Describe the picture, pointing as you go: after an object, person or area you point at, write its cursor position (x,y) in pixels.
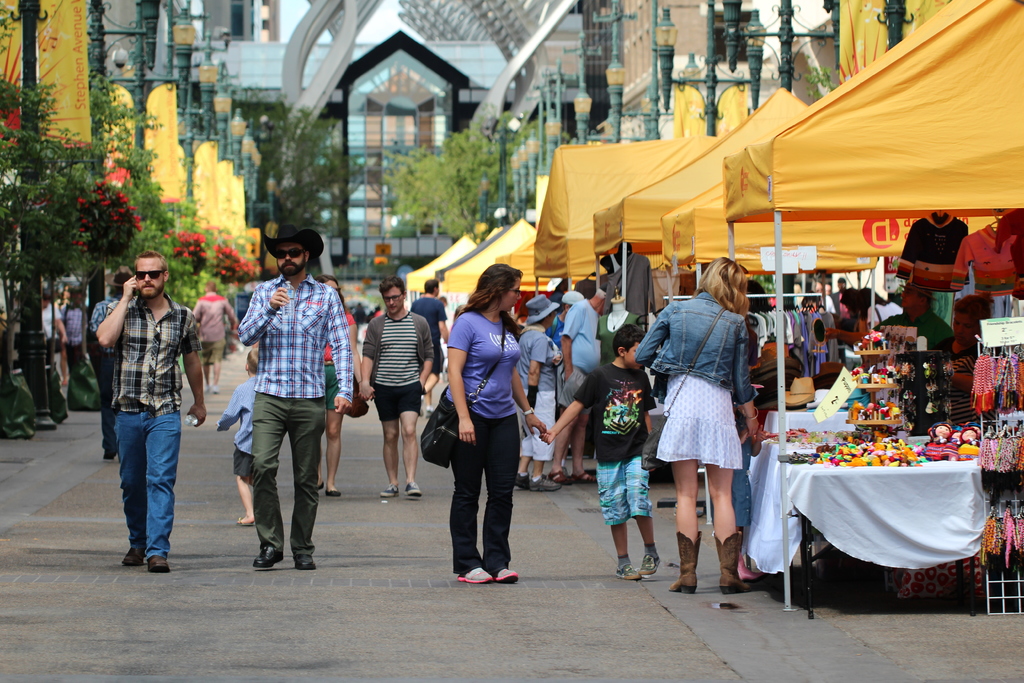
In this picture we can see group of people (613,395), few are standing and few are walking, on the right side of the image (759,168) we can see few things (905,332) and tents (781,272), in the background (392,126) we can see few trees (95,93), poles (157,78) and buildings (357,112).
